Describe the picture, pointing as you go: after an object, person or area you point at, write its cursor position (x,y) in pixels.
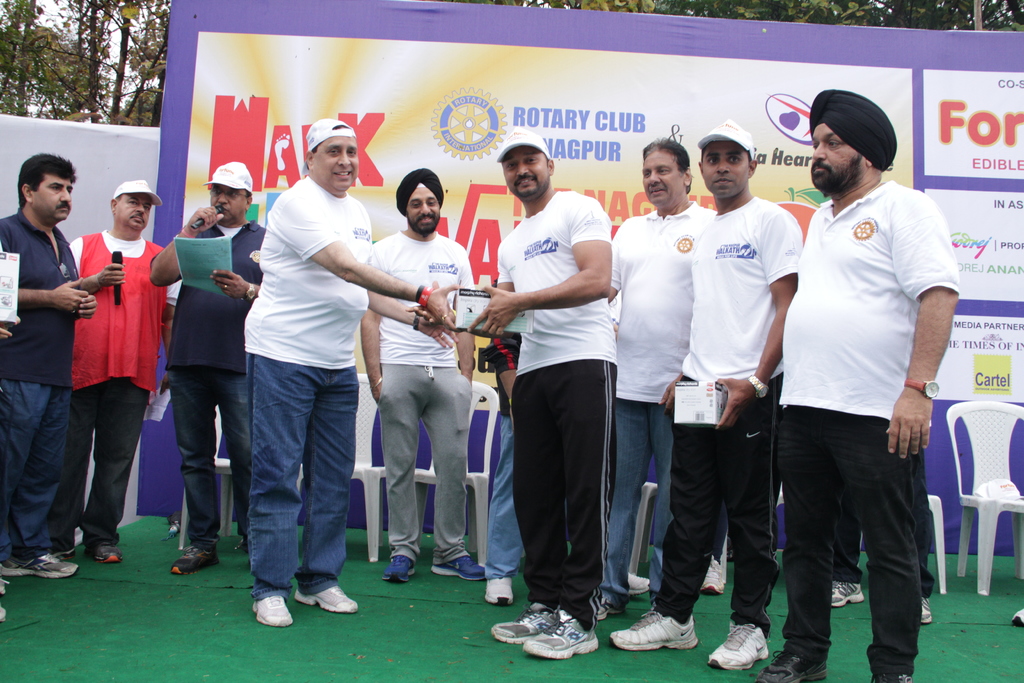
In this image I can see the group of people (389,385) with different color dresses (276,334). I can see few people (238,245) with the caps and one person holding the paper (204,279). I can see few people (332,384) holding the mics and boxes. In the background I can see the chairs (486,484), banner (263,205), trees (145,66) and the sky (130,72).
